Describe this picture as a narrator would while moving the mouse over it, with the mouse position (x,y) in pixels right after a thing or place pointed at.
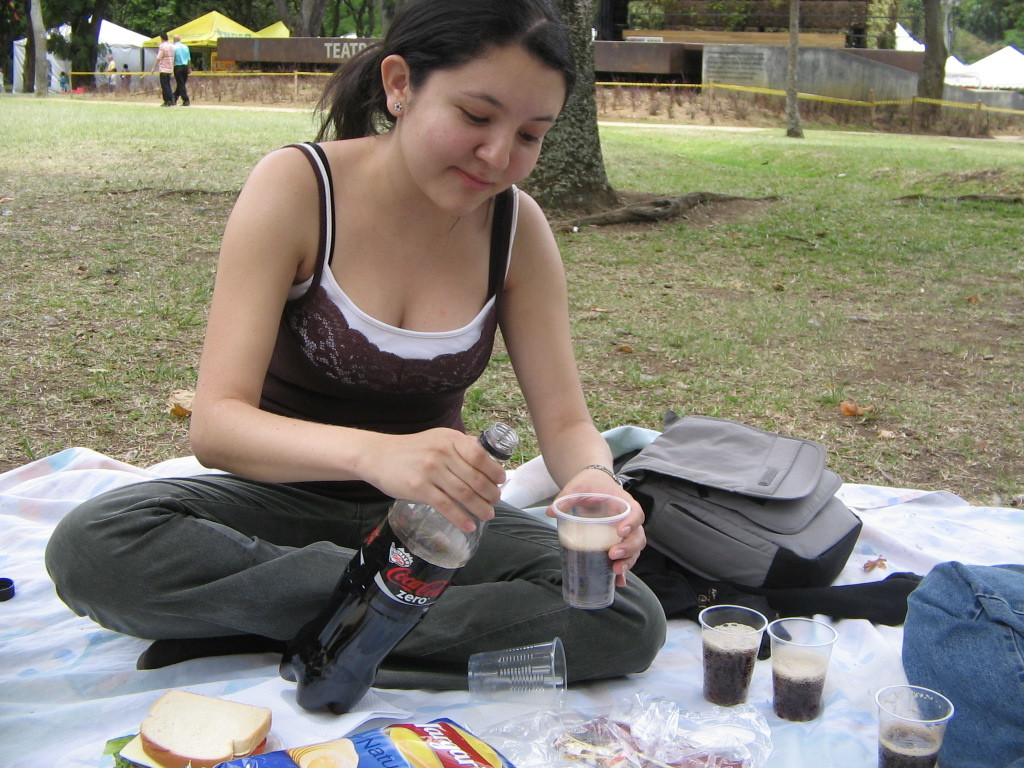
There is a woman (444,497) holding a bottle (390,635) and a glass (612,591) with her hands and she is smiling. Here we can see a cloth (57,684), glasses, bag (737,478), and food (680,708). This is grass (708,350). In the background (586,16) we can see trees (14,29), houses (731,81), and few persons (159,58).
